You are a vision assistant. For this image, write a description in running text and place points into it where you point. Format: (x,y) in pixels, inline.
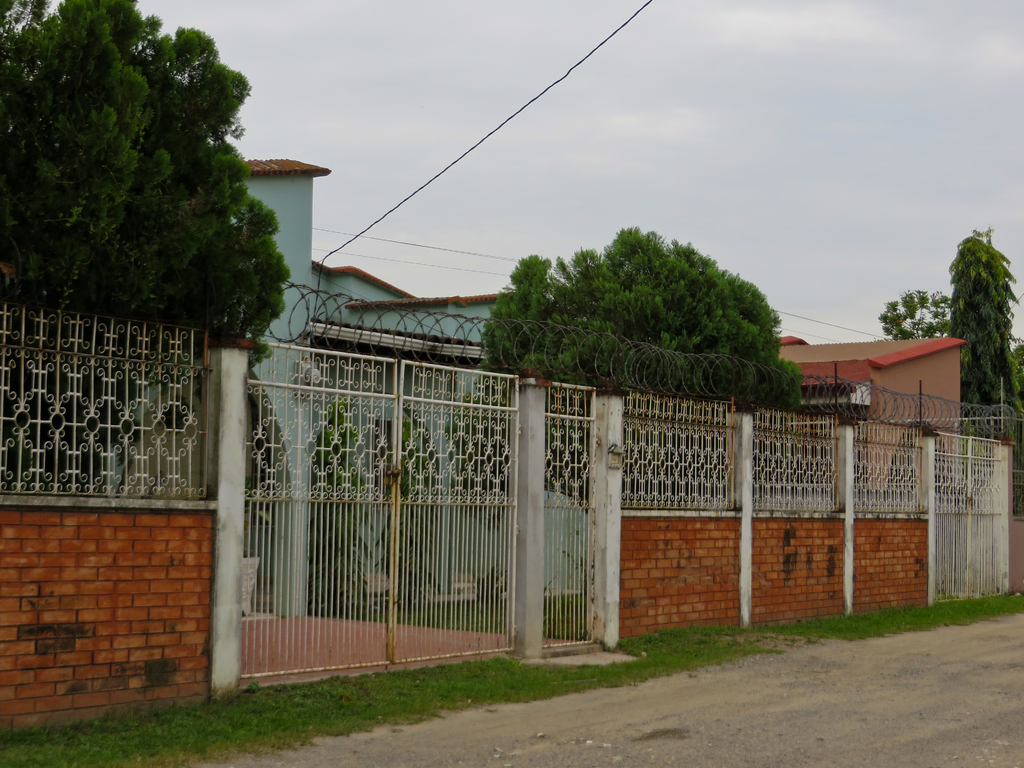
In this image we can see buildings (378,330), fencing (340,330), gate (422,486), wall (673,551), trees (656,327) and sky (604,157).
